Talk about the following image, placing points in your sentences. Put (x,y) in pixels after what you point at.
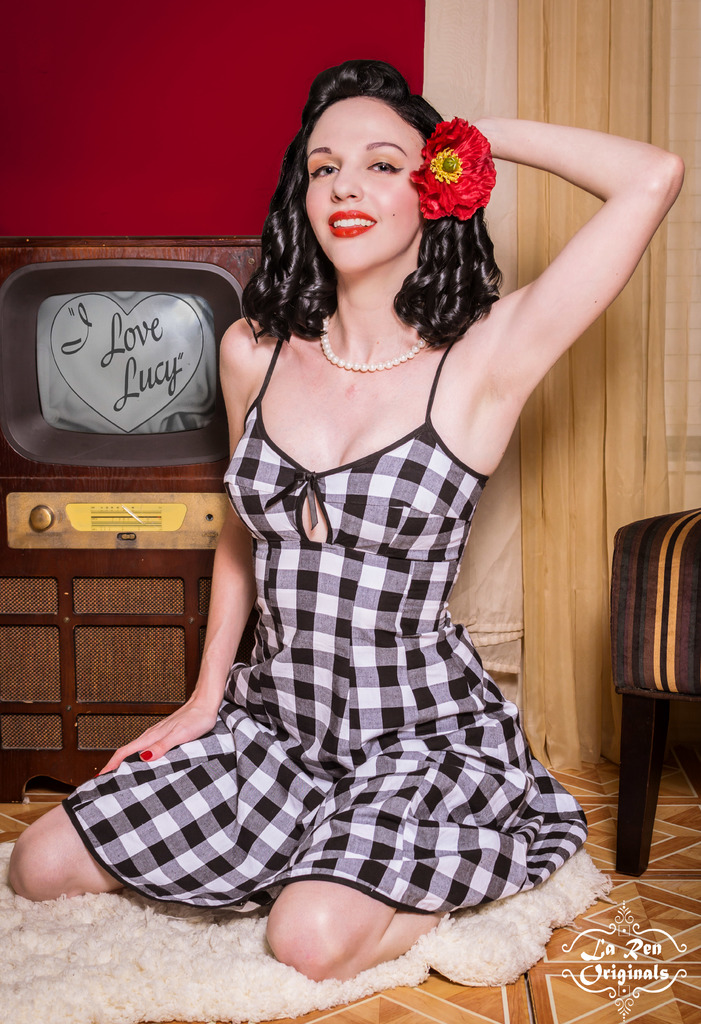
In the center of the image (373,586) we can see a lady (297,528) sitting on the mat (99,966). On the left (96,385) there is a television (131,468) placed on the stand (138,645). On the right (667,653) there is a chair (661,629). In the background (661,319) there is a wall (317,41) and we can see a curtain (601,459).
